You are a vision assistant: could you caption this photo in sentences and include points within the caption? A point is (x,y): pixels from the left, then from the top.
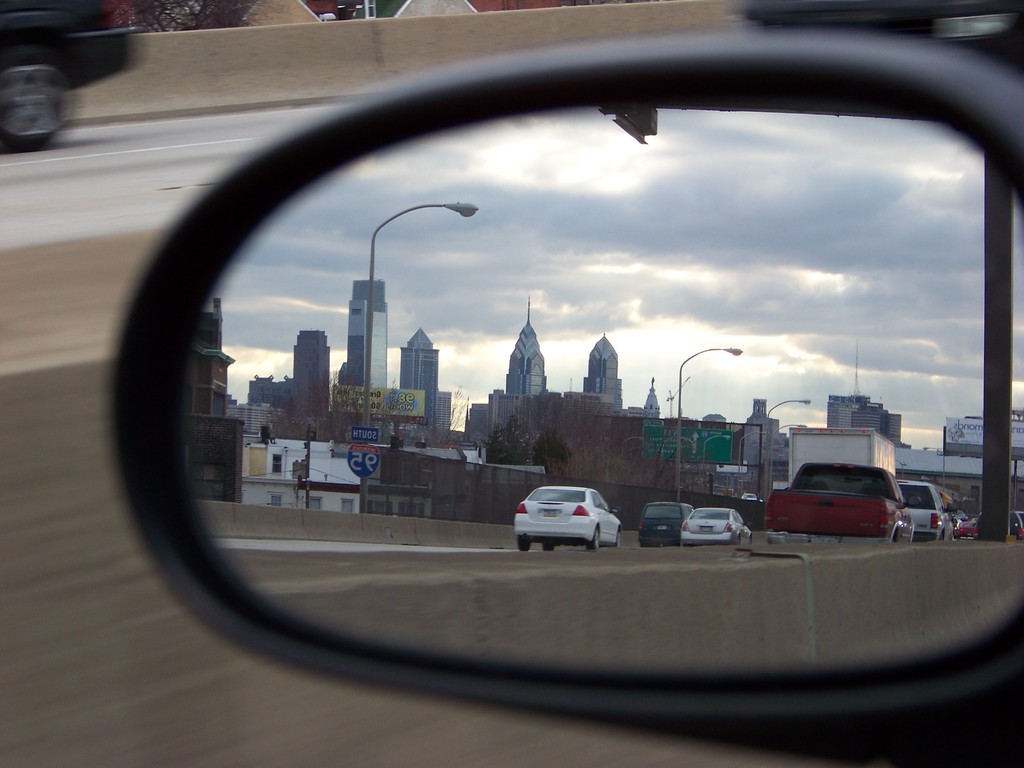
In this picture I can observe side mirror (269,179) of a vehicle (729,481). In the mirror (685,529) I can observe some cars (573,533) moving on the road (229,546). In the background (479,426) there are buildings (534,384) and some clouds (647,240) in the sky (647,233).
